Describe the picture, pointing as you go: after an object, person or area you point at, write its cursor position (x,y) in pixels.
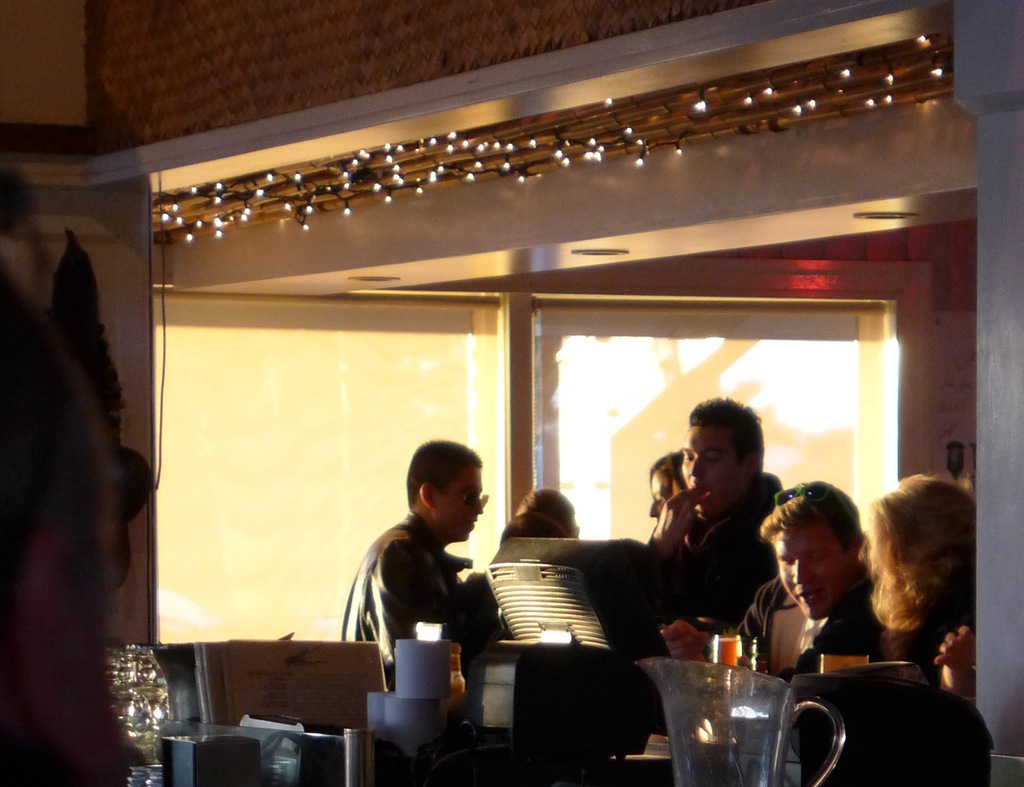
In this picture we can see there is a group of people (677,531). In front of the people (662,539), there are some objects (606,642). Behind the people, there are windows (502,492). At the top of the image (258,196), there are decorative lights (208,196).
